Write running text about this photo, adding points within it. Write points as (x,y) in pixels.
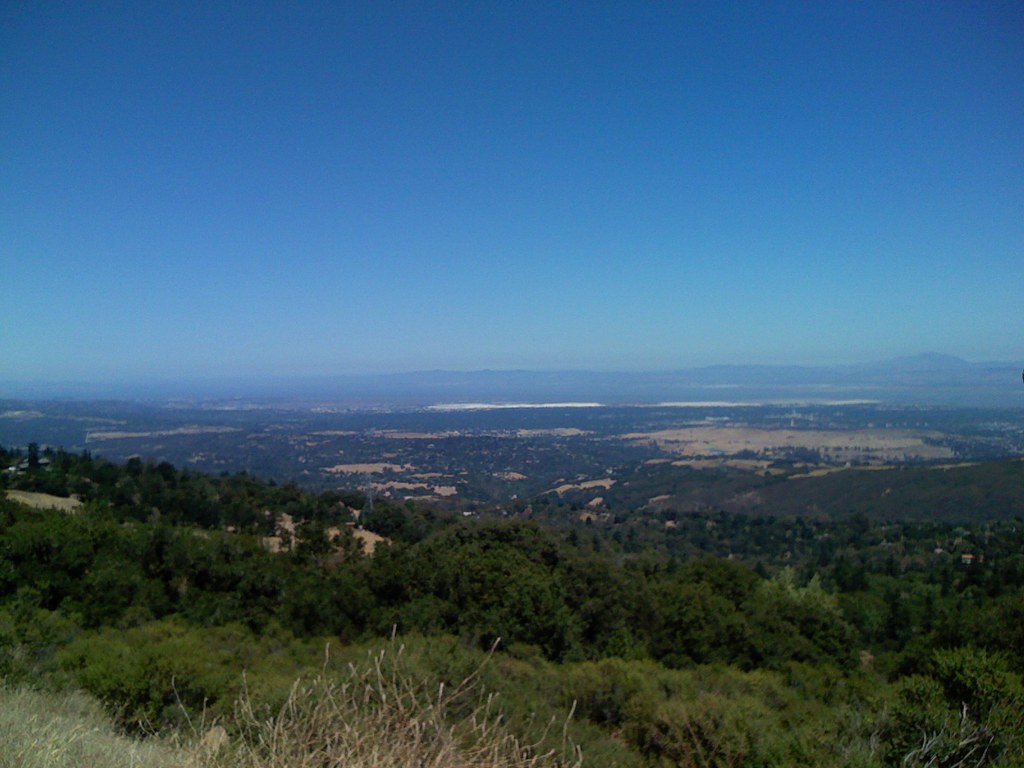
In this image we can see some trees (627,652) and in the background (974,378), we can see the mountains (69,383) and at the top (567,90) we can see the sky (787,131).
